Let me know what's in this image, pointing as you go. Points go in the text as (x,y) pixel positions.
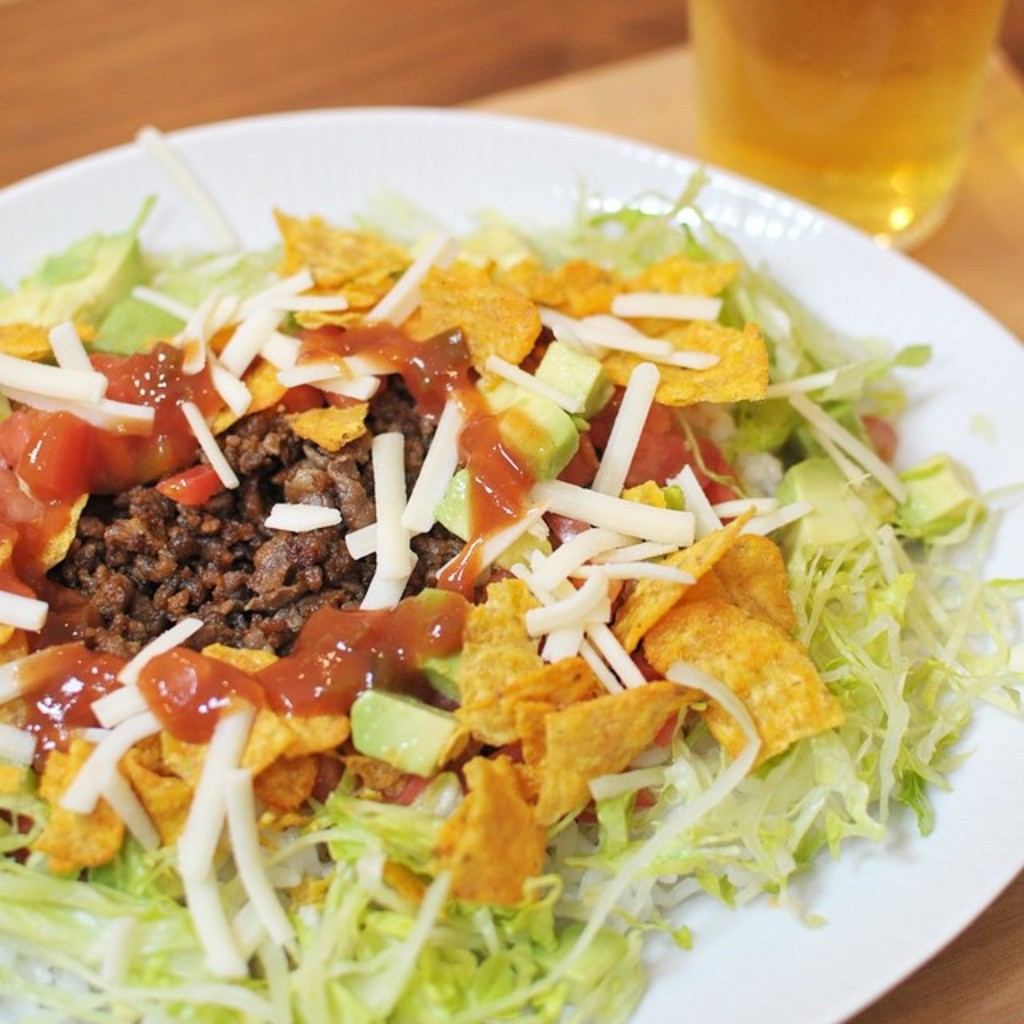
In the center of the image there is a table (547,69). On the table (1000,1008) we can see a plate (976,792) which contains food item (640,242) and a glass (795,140) which contains liquid (826,94).
